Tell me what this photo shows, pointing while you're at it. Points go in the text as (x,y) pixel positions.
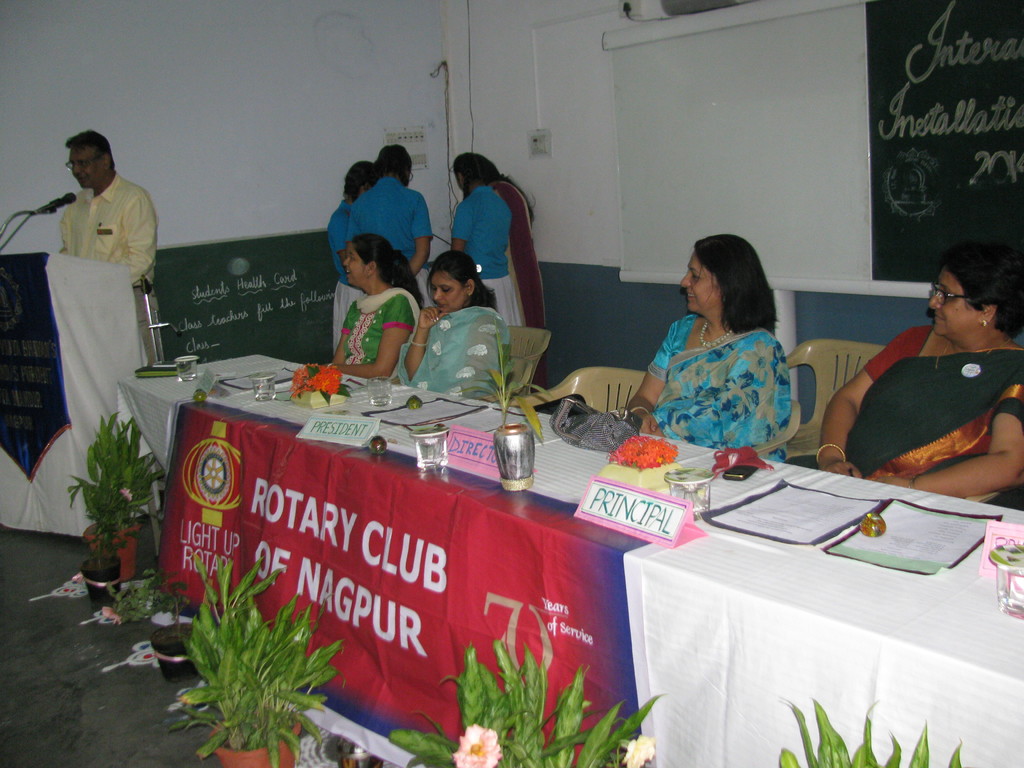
In this picture there are four women (741,354) sitting on the chair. There is a glass (439,433), paper (886,545) on the table (748,552). There is a flower pot (270,707). There is a man (92,209) standing. There are few persons (395,205) standing at the corner. There is a poster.
